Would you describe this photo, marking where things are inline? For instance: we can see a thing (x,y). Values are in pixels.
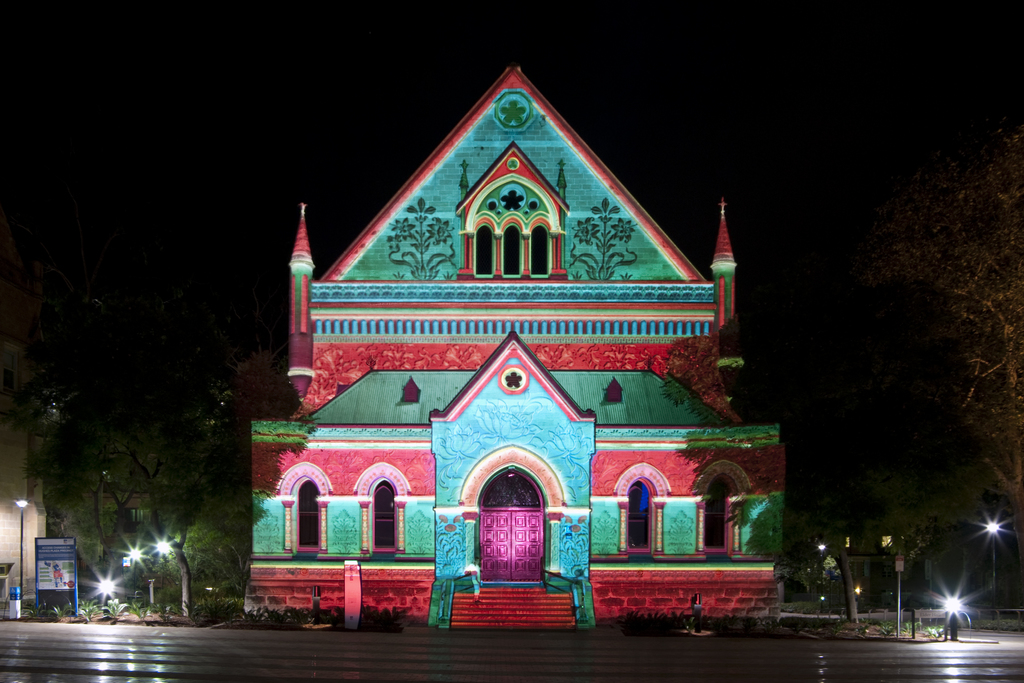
There is a building (495,413) with windows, doors (536,511), arches (665,493) and steps (536,591). On the sides of the building (524,578) there are trees (895,494) and lights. On the left side (58,568) there is a board (53,571). In the background (158,99) it is dark.
